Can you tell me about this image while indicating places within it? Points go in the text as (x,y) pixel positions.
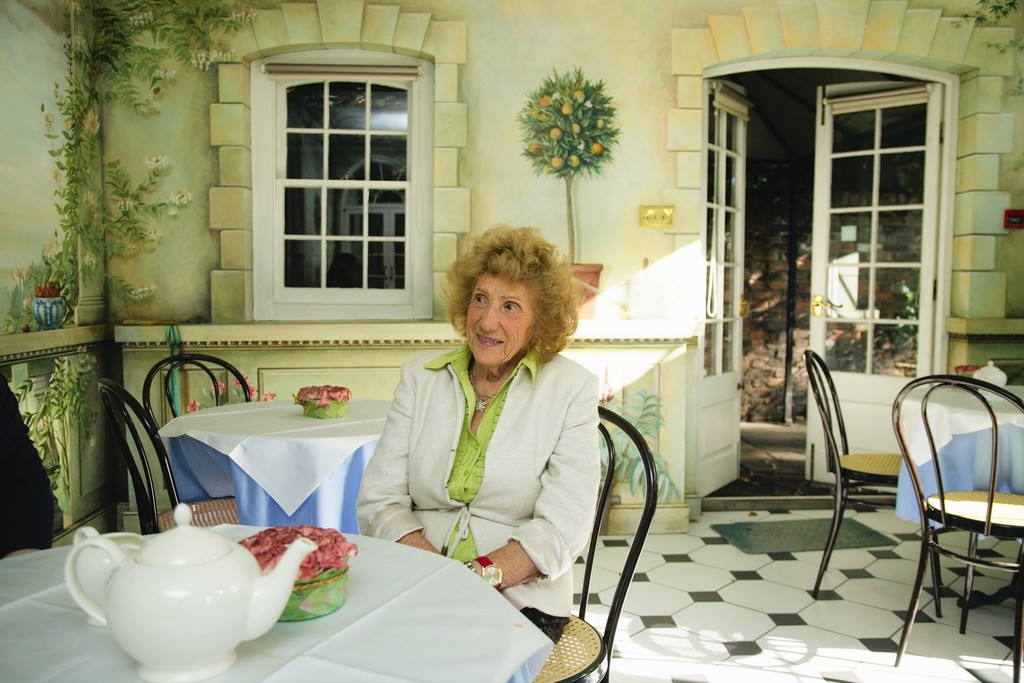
In the image we can see there is a woman (555,485) sitting on the chair (577,626) and there is a kettle (152,591) and flower vase (335,561) kept on the table (335,628). There are others chairs (834,443) and tables (990,459) kept on the floor (731,650) and there is painting (577,131) on the wall (235,143). Behind there is window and door (895,132) on the wall (528,161).
